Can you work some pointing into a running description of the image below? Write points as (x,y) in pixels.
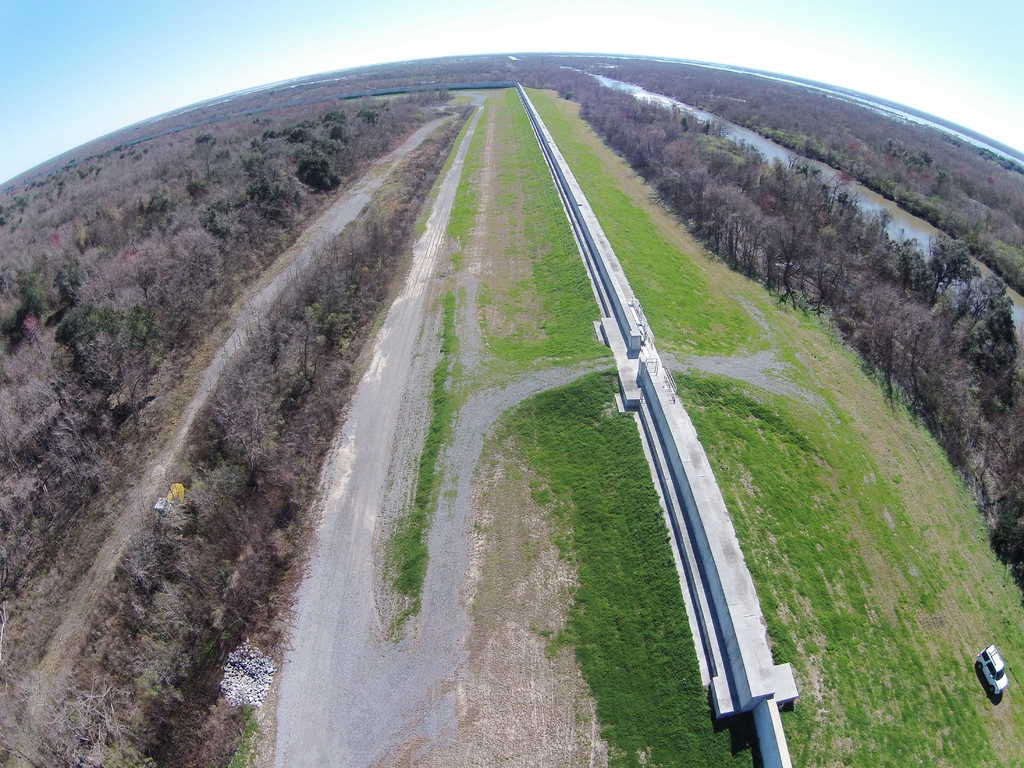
In this picture there is grass (588,443) on the ground (621,424). On the right side (995,669) there is a car (994,682) on the grass (1011,677) and there are trees (883,270). In the center (616,311) there is a wall (611,278) which is white in colour.
